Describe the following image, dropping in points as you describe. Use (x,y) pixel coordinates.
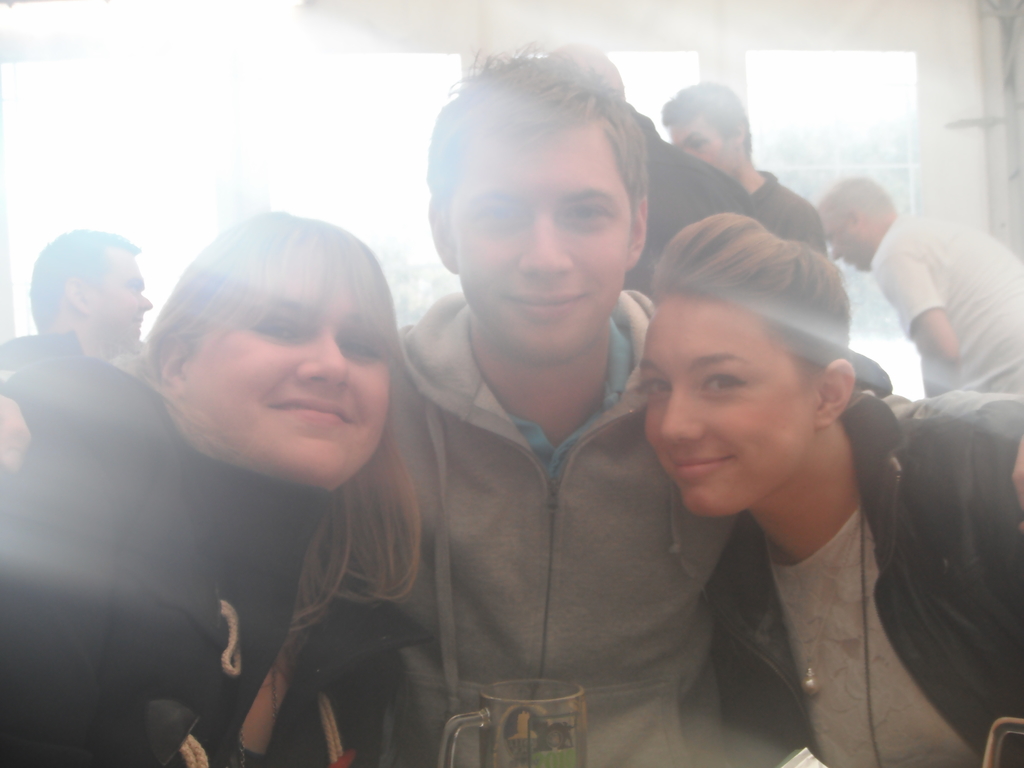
As we can see in the image there are group of people (552,422) here and there and in the front (541,732) there is a cup (541,732). In the background (753,91) there is a window (882,59) and a wall (983,110).
